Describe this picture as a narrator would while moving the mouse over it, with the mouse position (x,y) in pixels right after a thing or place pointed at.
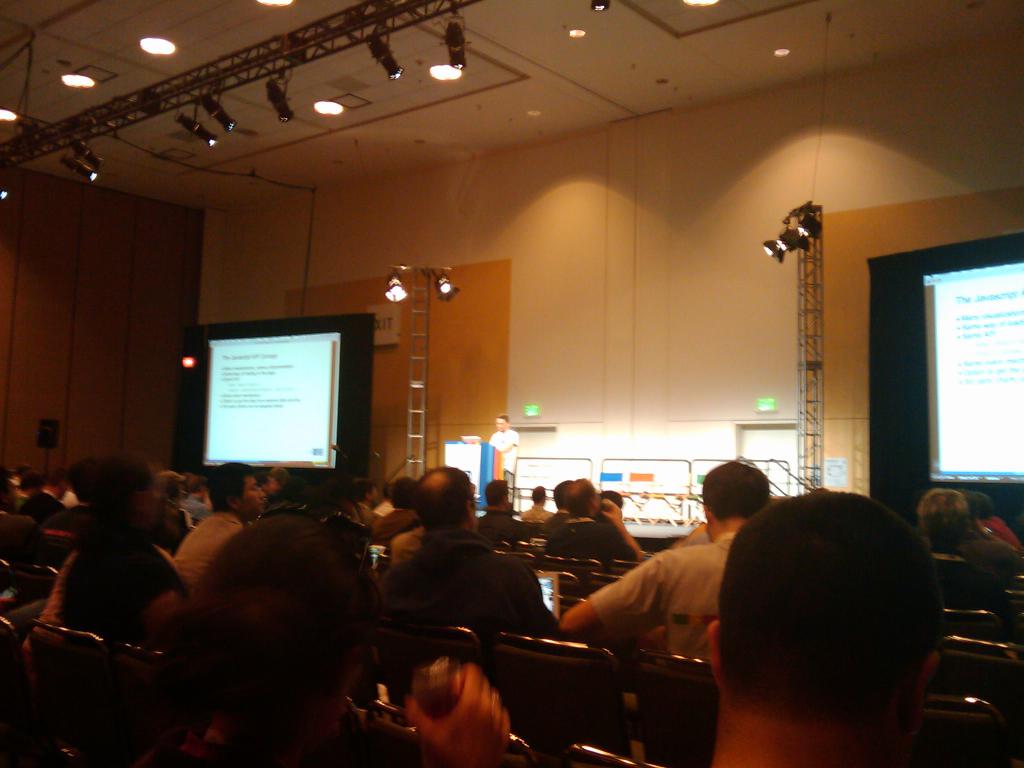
In this image there are group of persons (486,597) sitting. In the background (497,448) there is a man (502,432) standing and in front of the man (509,444) there is a podium (484,459). On the left side (274,402) there is a screen (290,406) and there is a stand (411,381) and there lights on the top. On the right side (985,375) there is a screen (984,391) and there is a stand (807,290) and on the stand (798,269) there are lights (804,244).
